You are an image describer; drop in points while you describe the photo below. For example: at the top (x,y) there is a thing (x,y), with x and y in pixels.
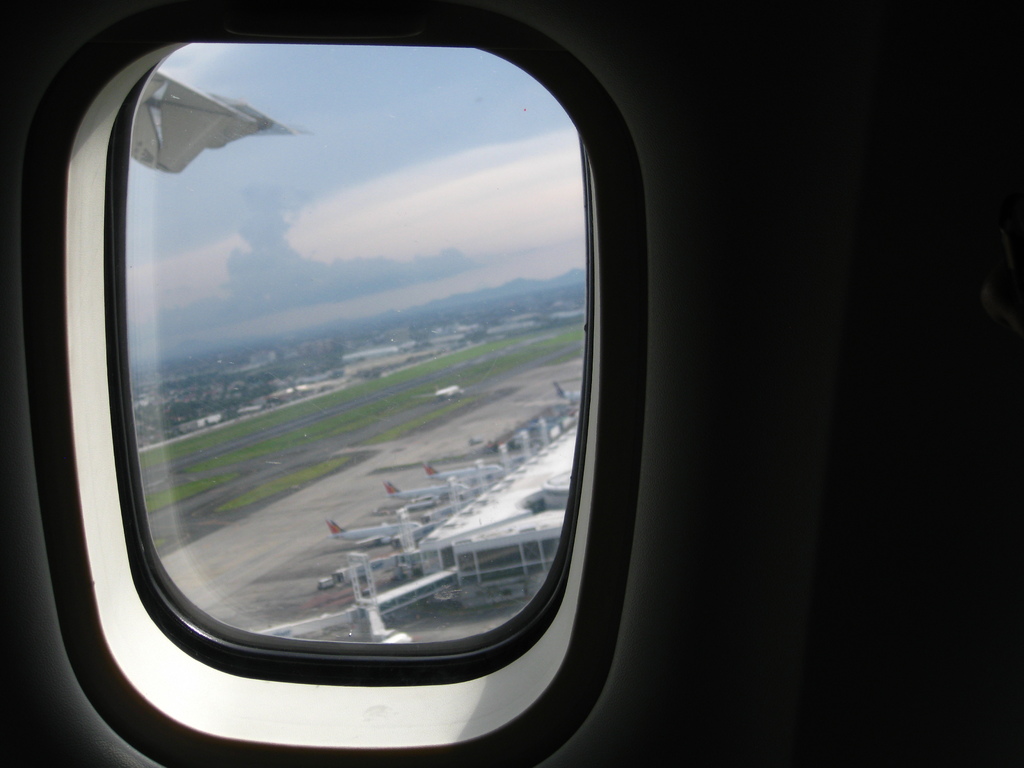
In this picture I can observe an airport (397,528). There are some airplanes (442,493) in the middle of the picture (490,472). This picture is taken from the airplane (75,277). In the background (253,356) there are buildings (407,344) and clouds (355,259) in the sky (305,244).
